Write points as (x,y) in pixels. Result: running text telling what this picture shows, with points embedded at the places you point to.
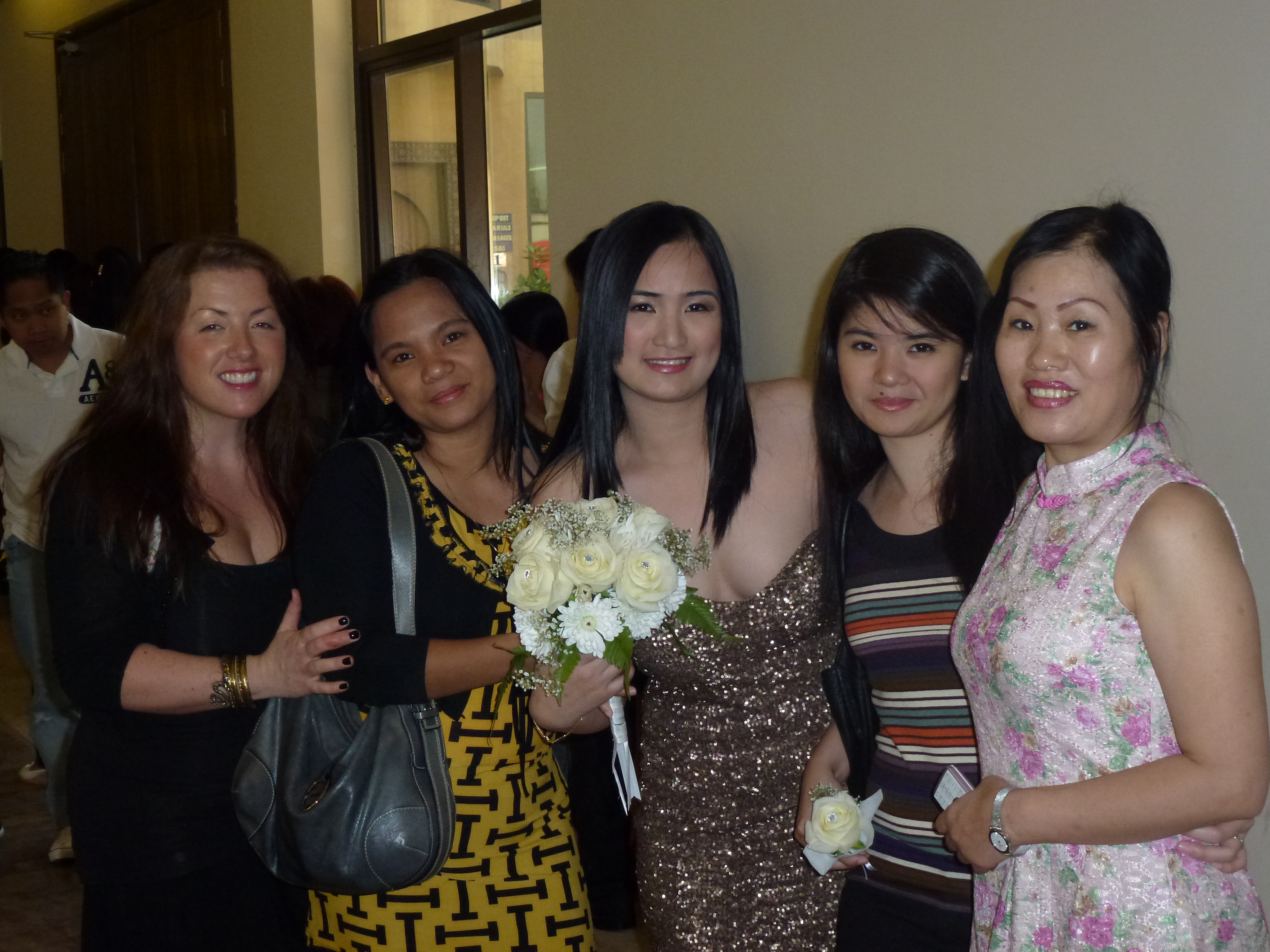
In this picture we can observe five women (695,531). All of them are smiling. One of the women (487,619) is holding a bag (378,772) on her shoulder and the other is holding a bouquet (587,563) in her hand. In the background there are some people (317,331) standing. We can observe a wall (654,142) which is in white color.
